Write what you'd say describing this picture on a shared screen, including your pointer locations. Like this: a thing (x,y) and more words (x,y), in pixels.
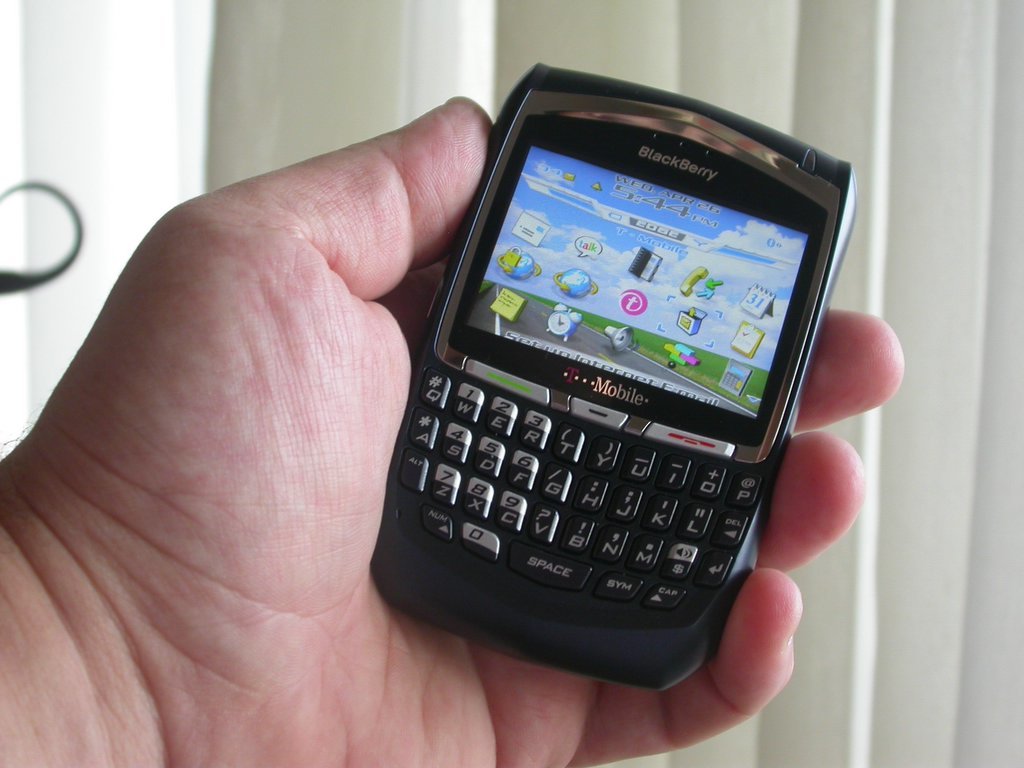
In this image we can see the hand (179,638) of a person (176,653) holding a mobile (644,460). In the background (360,130) there are curtains (152,82).
